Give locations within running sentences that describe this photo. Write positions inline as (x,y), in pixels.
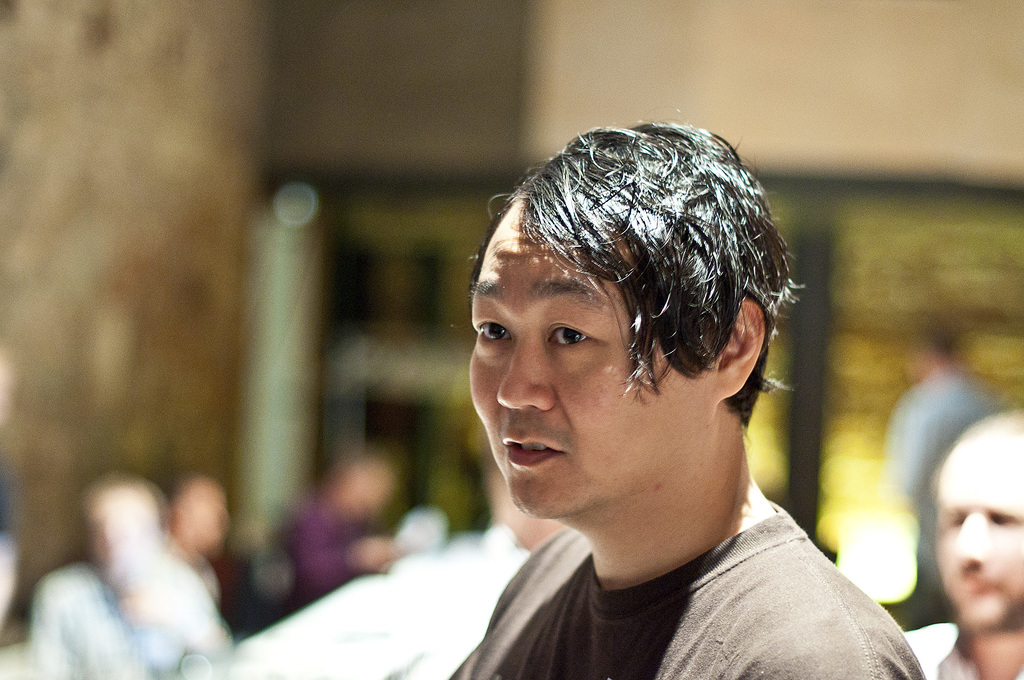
In this image we can see a man (544,401). In the background (143,533) there are many people (941,494) and it is looking blur.
